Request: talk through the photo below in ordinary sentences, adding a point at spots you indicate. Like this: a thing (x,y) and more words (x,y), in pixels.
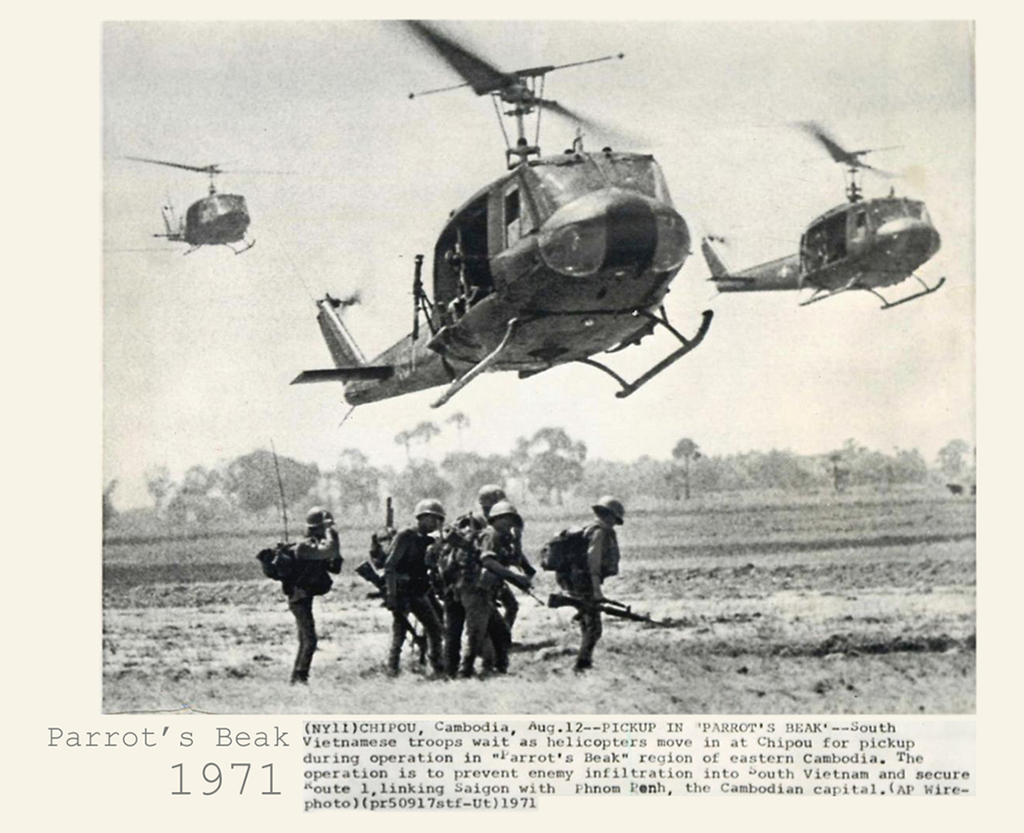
In this image we can see a poster (599,532). In the poster (593,501) we can see the aircrafts (368,357) and persons (598,541). The persons (398,634) are carrying bags (324,574) and holding guns (360,575). Behind the aircrafts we can see the sky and a group of trees (446,464). At the bottom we can see the text (302,729).
